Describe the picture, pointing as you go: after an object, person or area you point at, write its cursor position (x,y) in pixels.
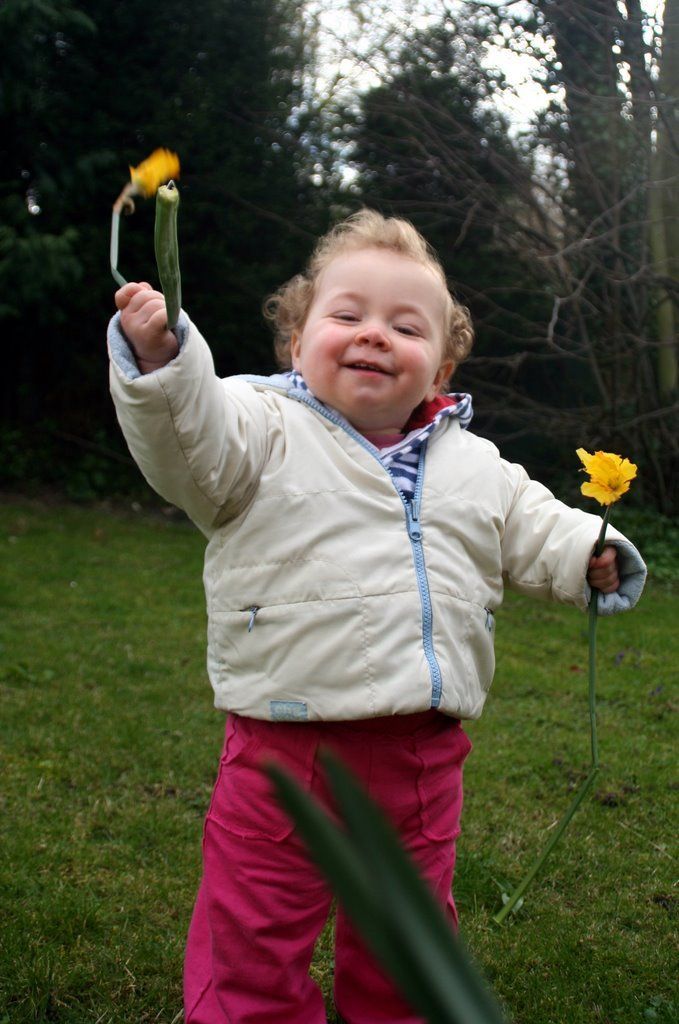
In this image there is a kid (316,489) holding flowers (124,190) with stems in his hand (163,334), in front of the image there are leaves (357,905), behind the kid (263,557) there are trees (118,172) with grass (577,702) on the surface (44,977).
